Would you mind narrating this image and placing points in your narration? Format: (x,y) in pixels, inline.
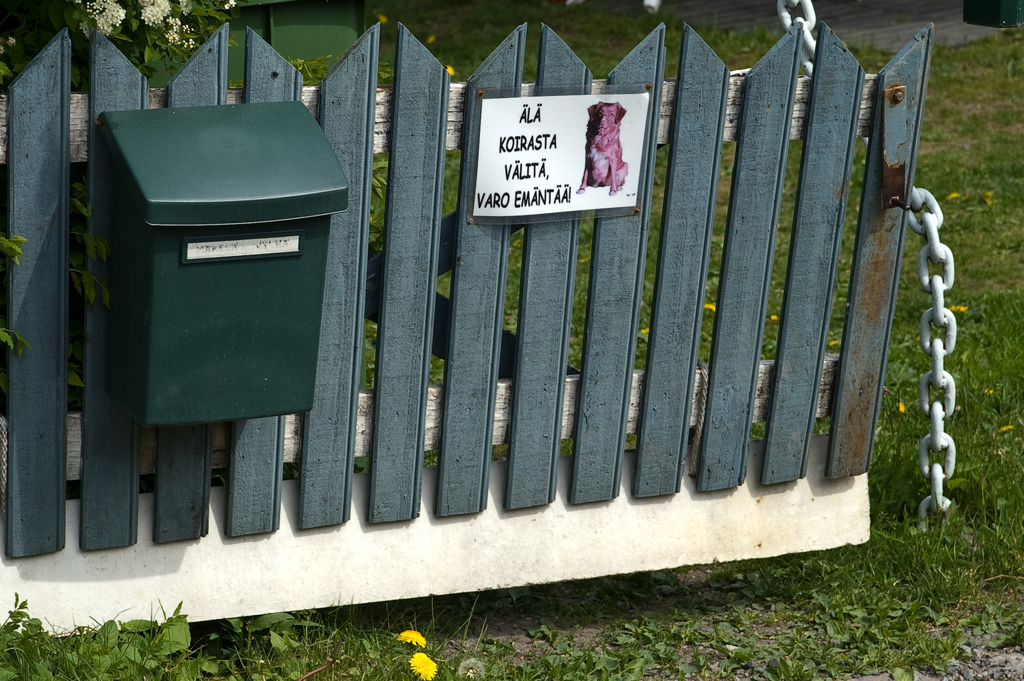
In this picture I can see fence (506,257), board (488,208), mailbox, chain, grass (728,626), plants (43,4), flowers (467,673).
